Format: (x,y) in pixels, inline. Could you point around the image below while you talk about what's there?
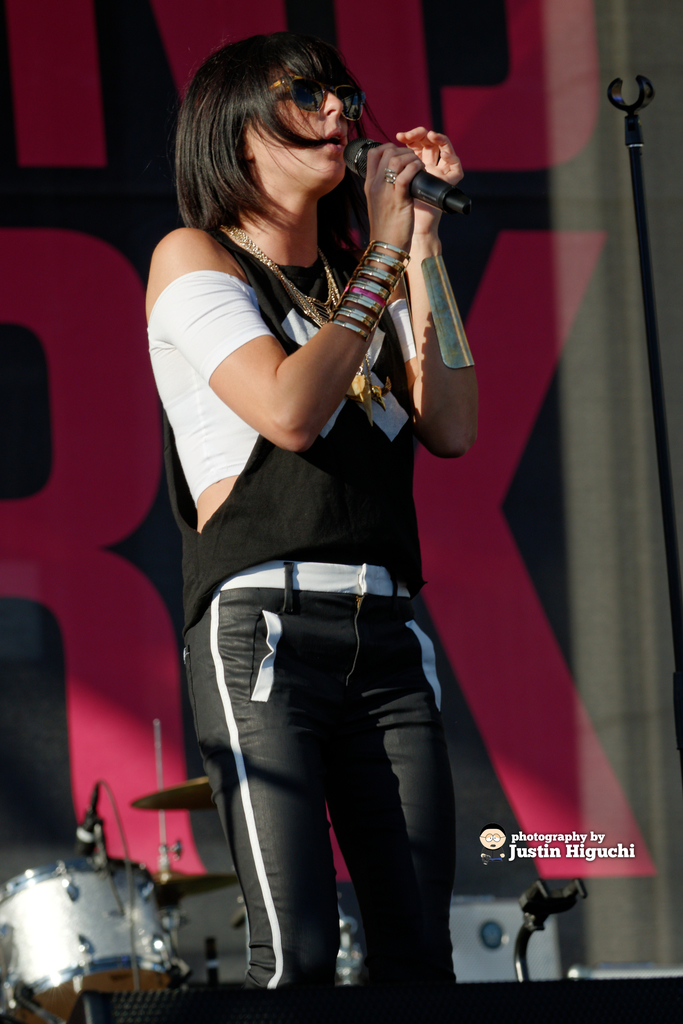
This image might be clicked in a Musical concert. In the bottom left corner (136,971) there are drums (76,878) and there is a mic stand (651,333) top right (655,341). There is a woman (252,714) in the middle of the image (285,563), she is singing something. She wore black dress (399,615) she wore goggles (330,103) bracelet (337,313) chain (326,309).
